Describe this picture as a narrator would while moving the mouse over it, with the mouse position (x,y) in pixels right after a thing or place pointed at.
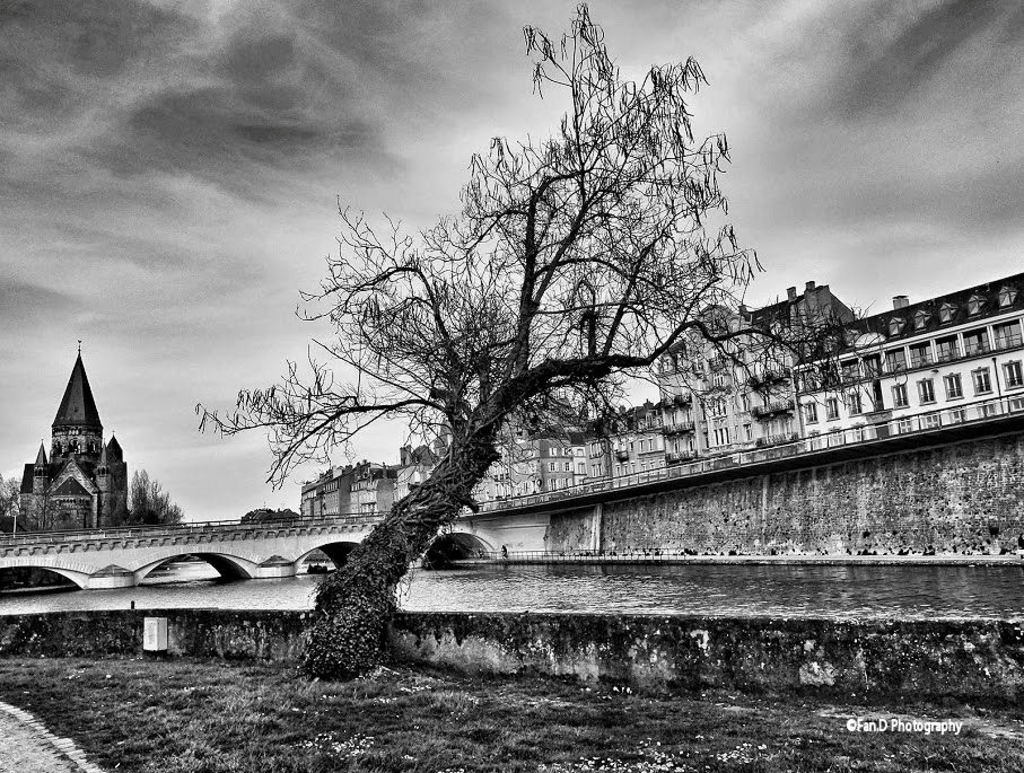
In this image I can see few buildings (903,360), trees (473,424), windows (925,353), water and bridge (334,561). The image is in black and white color.
